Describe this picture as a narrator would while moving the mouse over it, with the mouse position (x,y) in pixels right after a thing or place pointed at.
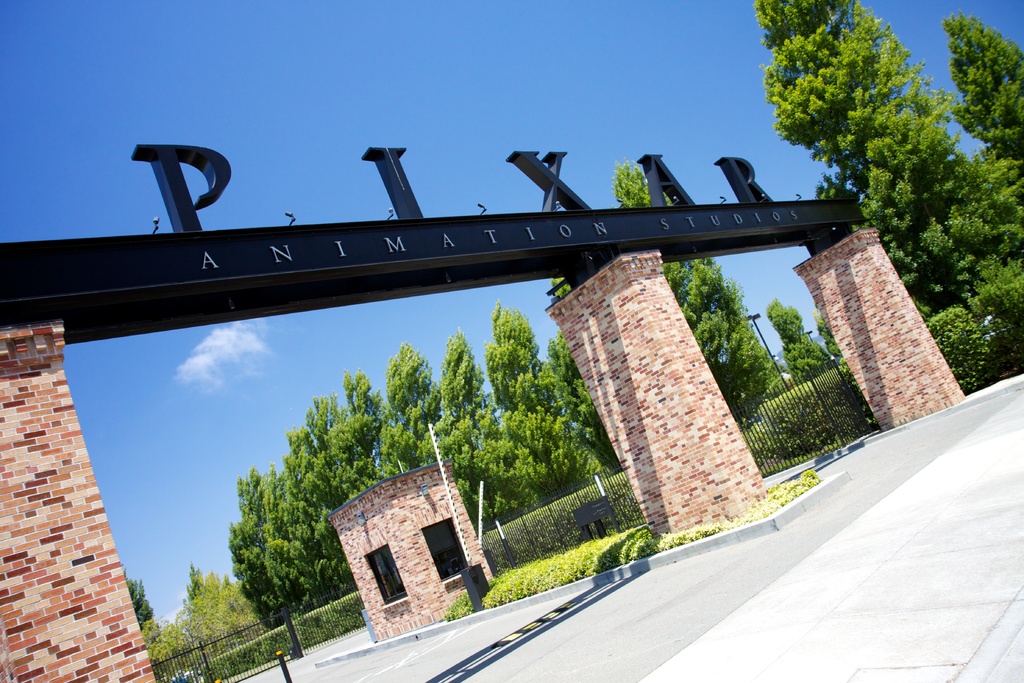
There are letters (565,201) arranged on a platform (752,207), on which there is a text (668,228). This platform (553,256) is on three pillars (86,483). There is a room (443,481) having windows (384,593) on the divider (497,584), on which there is grass (693,530). In the background (787,408) are a fence (816,389), plants (369,457) and grass (787,408) and there are clouds (213,362) in the blue sky (213,362).
